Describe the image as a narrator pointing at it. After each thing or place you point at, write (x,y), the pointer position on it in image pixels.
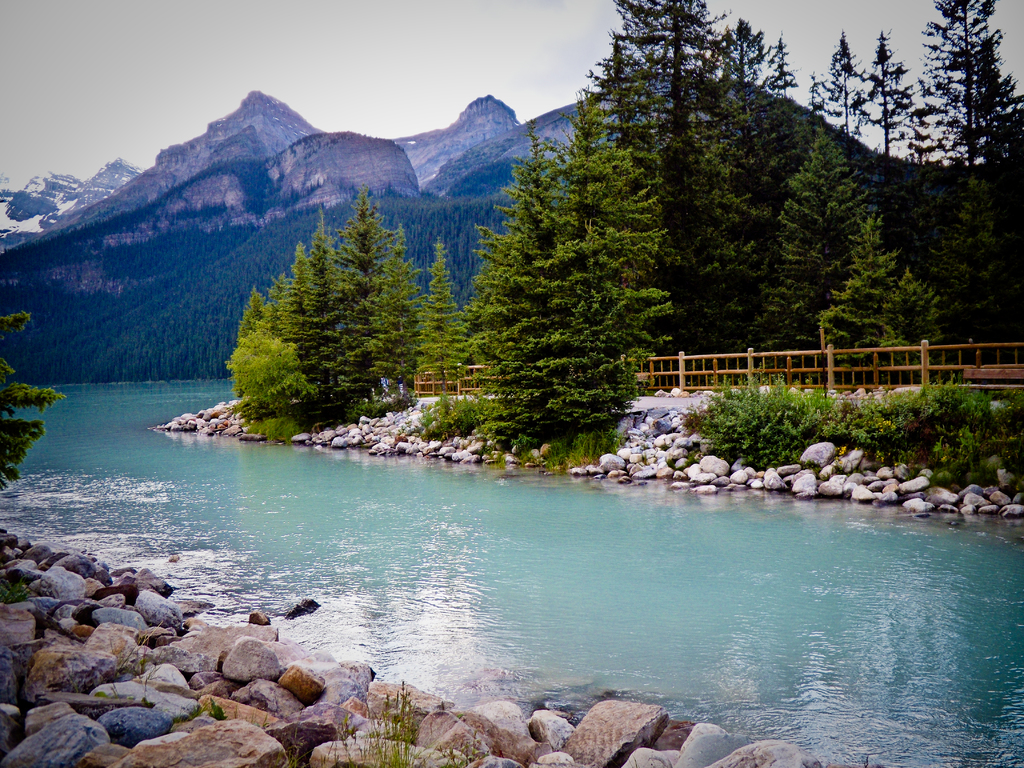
In this image we can see the water (488,582). Beside the water (488,582) we can see the rocks (273,671) and the plants (760,395). Behind the plants (758,410) we can see a wooden fence (791,375) and trees (425,301). In the background (418,247), we can see a group of trees (250,191) and mountains (300,191). At the top (316,110) we can see the sky (312,44).
